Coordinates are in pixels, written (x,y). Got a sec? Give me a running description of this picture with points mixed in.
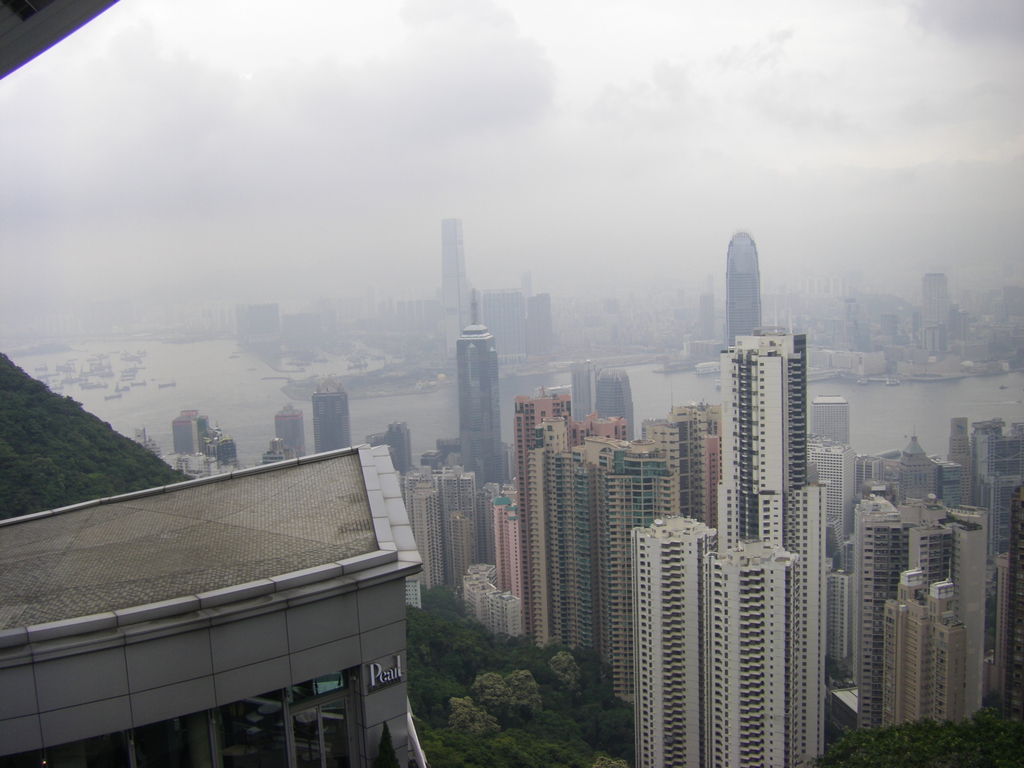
In the foreground of this image (190,599), there is a building (248,626) on the left (256,619). Behind it, there is greenery (481,661) and skyscrapers (617,457). In the background (366,417), there are buildings (965,362), water (201,354), ships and the sky (548,146).
